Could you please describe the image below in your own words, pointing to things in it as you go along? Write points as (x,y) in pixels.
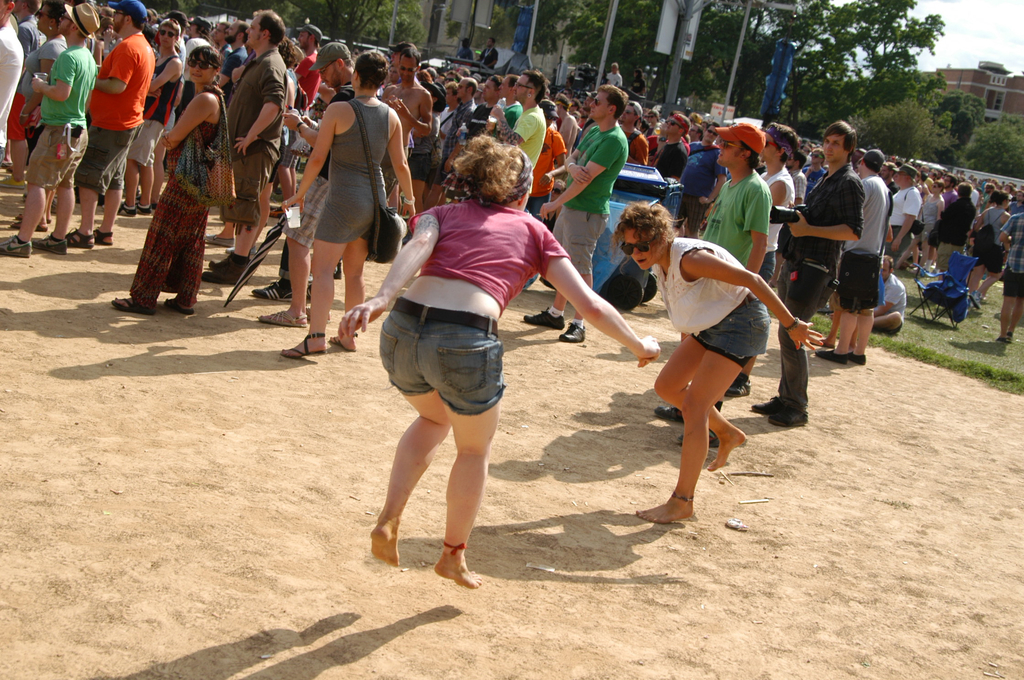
There are two women (534,274) playing on the ground (487,543). In the background (866,173), there are other persons (125,63) on the ground (919,326), there is a person (900,278) sitting on the grass (941,349) on the ground (992,292), there are trees (671,64), buildings (993,69) and clouds (979,40) in the blue sky (979,47).
